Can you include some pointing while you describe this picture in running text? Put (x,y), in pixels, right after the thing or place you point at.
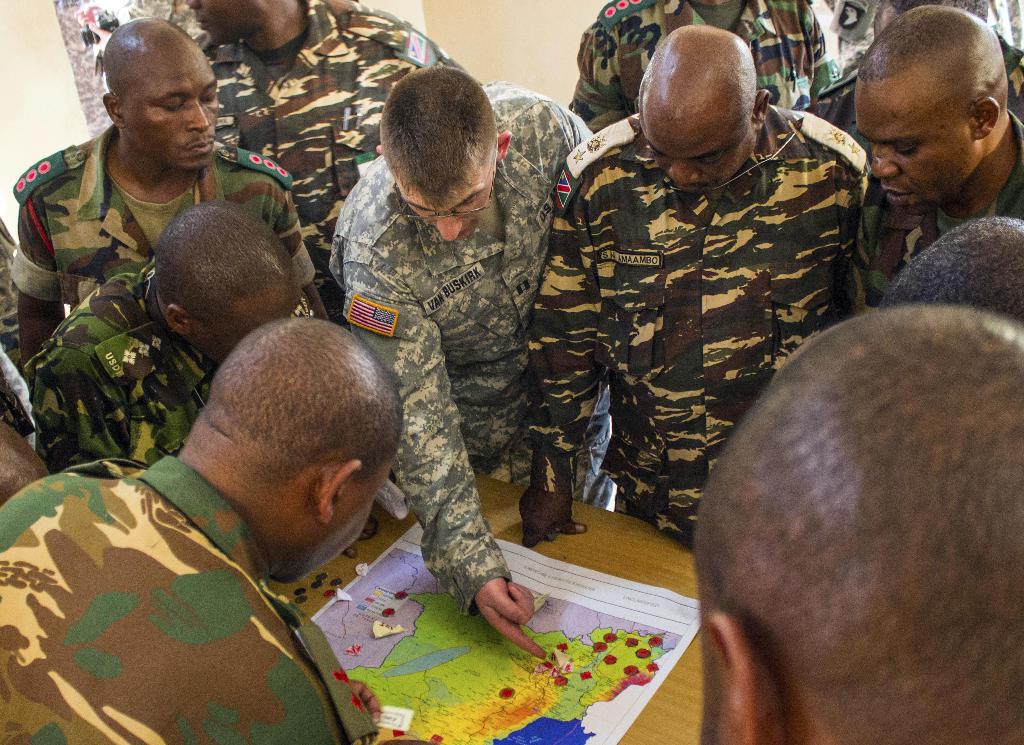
The picture consists of soldiers (364,293) discussing. In the center of the picture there is a desk (348,581), on the desk (336,587) there are coins (323,596) and a map (500,647). At the top (495,23) there is a wall (480,11).
